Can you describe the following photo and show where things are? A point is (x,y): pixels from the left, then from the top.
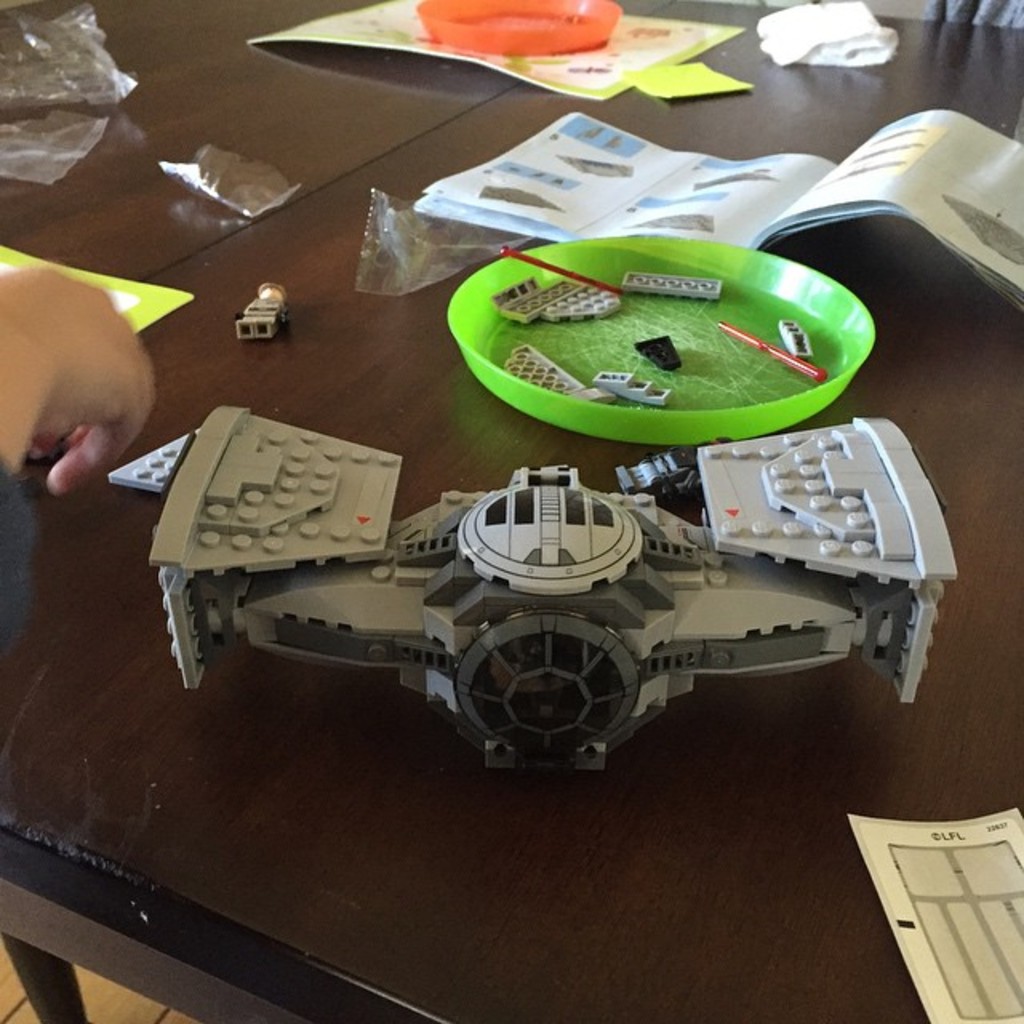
In this image, there is a table (624,937) which is in black color, on that table (718,818) there is a book (911,220) which is in white color, there is a plate (757,413) in green color, there is a toy (759,524) which is in ash color kept on the table (402,486).
